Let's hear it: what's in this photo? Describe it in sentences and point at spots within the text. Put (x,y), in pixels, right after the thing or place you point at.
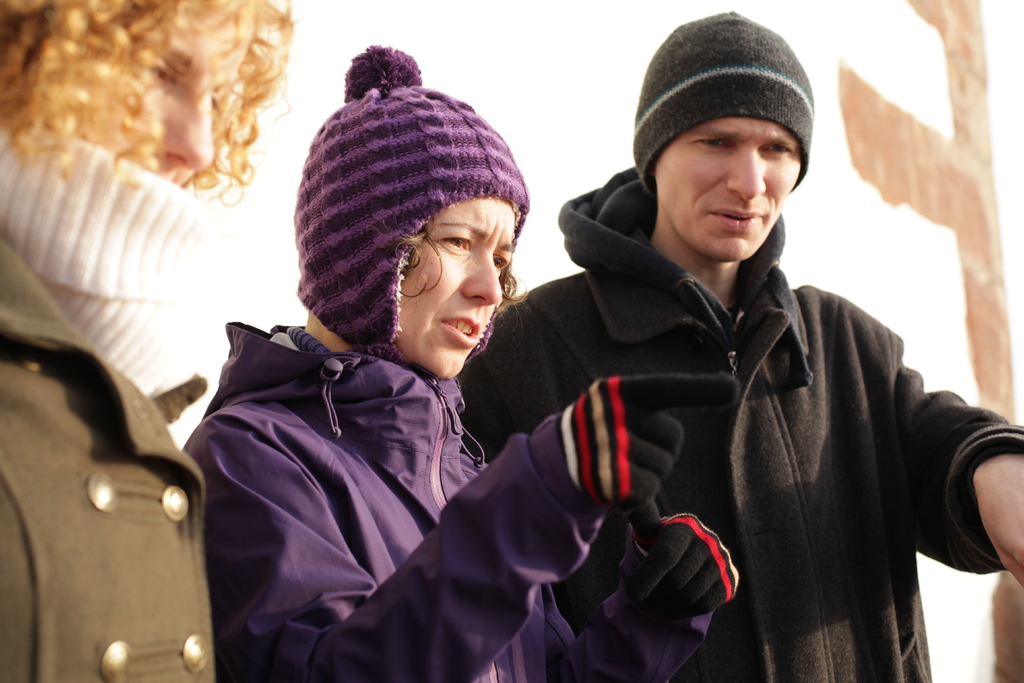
In this picture I can see the three persons (665,394), they are wearing the sweaters (358,491) and caps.
